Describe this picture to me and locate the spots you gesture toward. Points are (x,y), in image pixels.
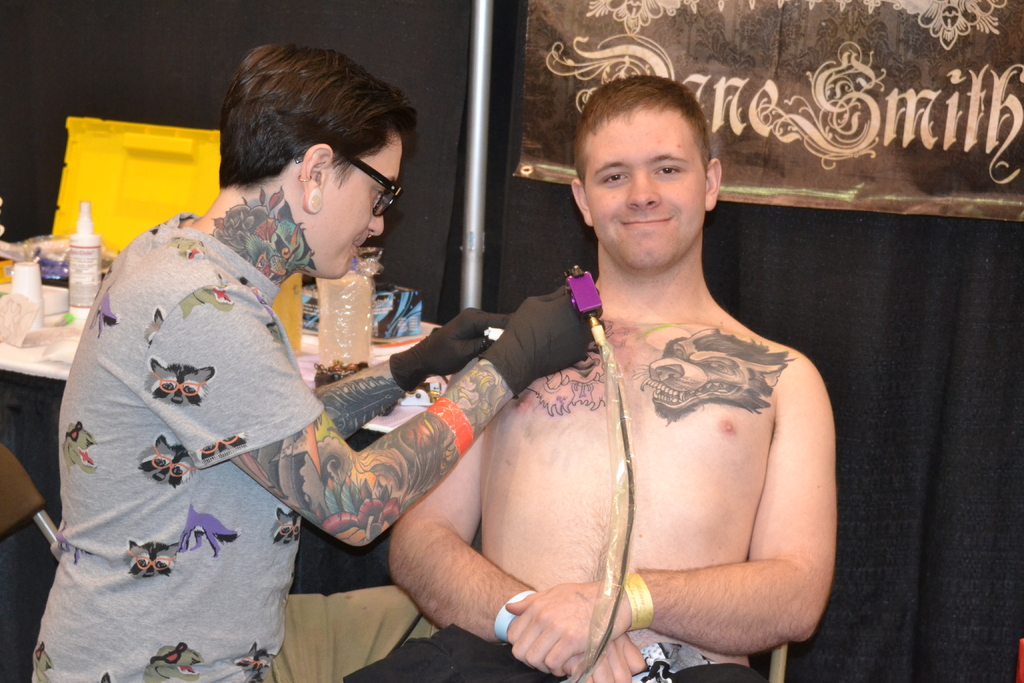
In this image there is a person (242,411) doing tattoos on the other person (601,370) sitting on the chair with some stuff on it, beside them there is a table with some stuff (104,155) on it. In the background (790,121) there are curtains (441,141) and a banner (719,131) with some text (808,126) on it.
